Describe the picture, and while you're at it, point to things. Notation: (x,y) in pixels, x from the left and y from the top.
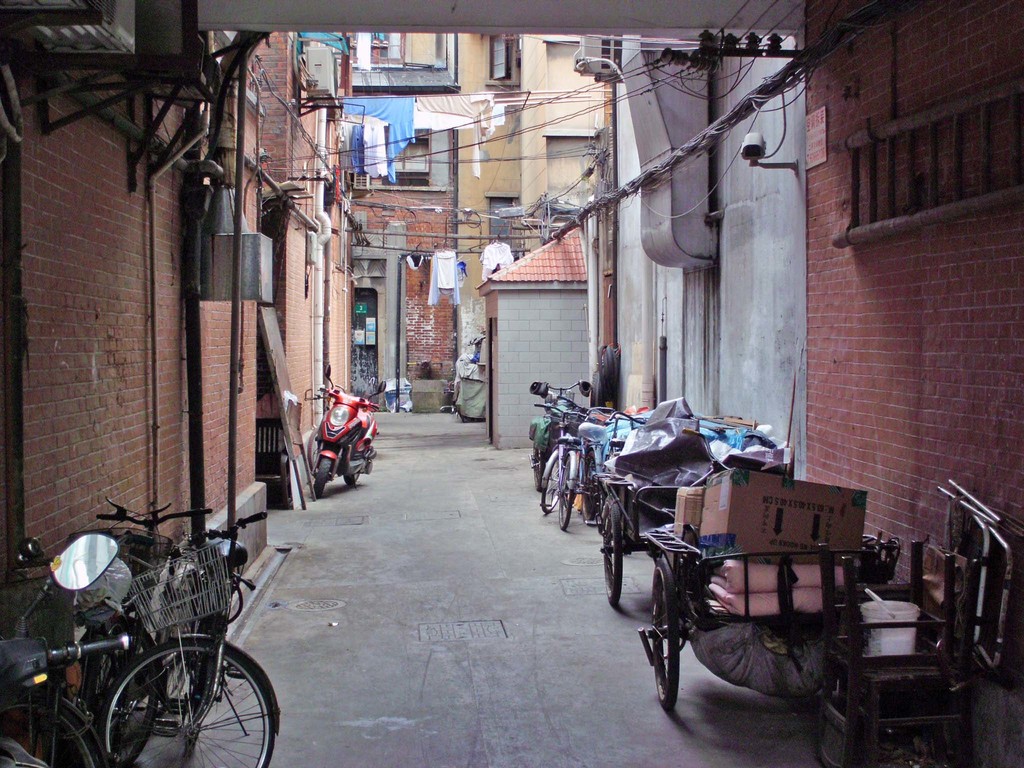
This picture might be taken from outside of the building (894,319). In this image, on the right side (871,297), we can see a brick wall (952,272), ladder (932,214), camera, electric pole (699,65), electric wires (710,90), vehicles (665,534). On the left side (122,392), we can also see a brick wall (212,369), few motorbikes (356,405), air conditioner (324,84). In the background (421,251), we can see some clothes (467,108), electric wires (523,107), building (572,120), glass window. At the bottom (367,592), we can see a land (437,599).
